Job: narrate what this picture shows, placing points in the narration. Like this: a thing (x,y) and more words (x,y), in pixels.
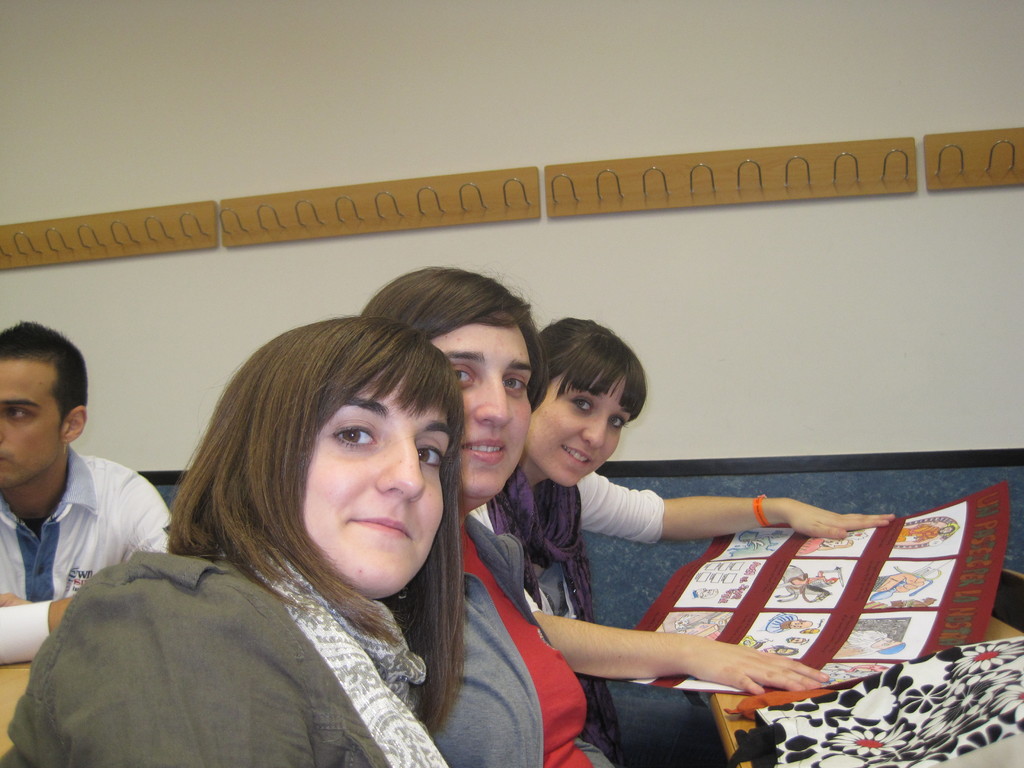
In this picture we can see three women (237,504) sitting and smiling and in front of them on the table (995,617) we can see a bag (775,767) and a chart (800,551) and in the background (7,435) we can see a man (54,518) and wall (93,394).
